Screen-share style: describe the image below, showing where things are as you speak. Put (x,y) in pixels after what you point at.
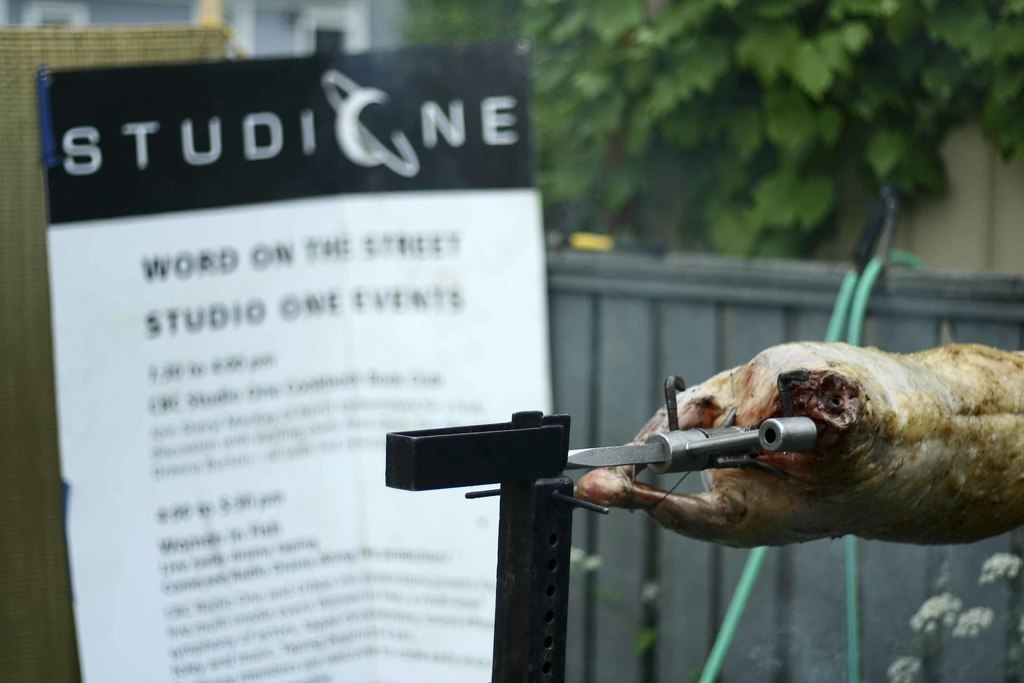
In this image we can see a meat of animal (847,466), here is the hoarding (183,659), here is the tree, here is the wall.
